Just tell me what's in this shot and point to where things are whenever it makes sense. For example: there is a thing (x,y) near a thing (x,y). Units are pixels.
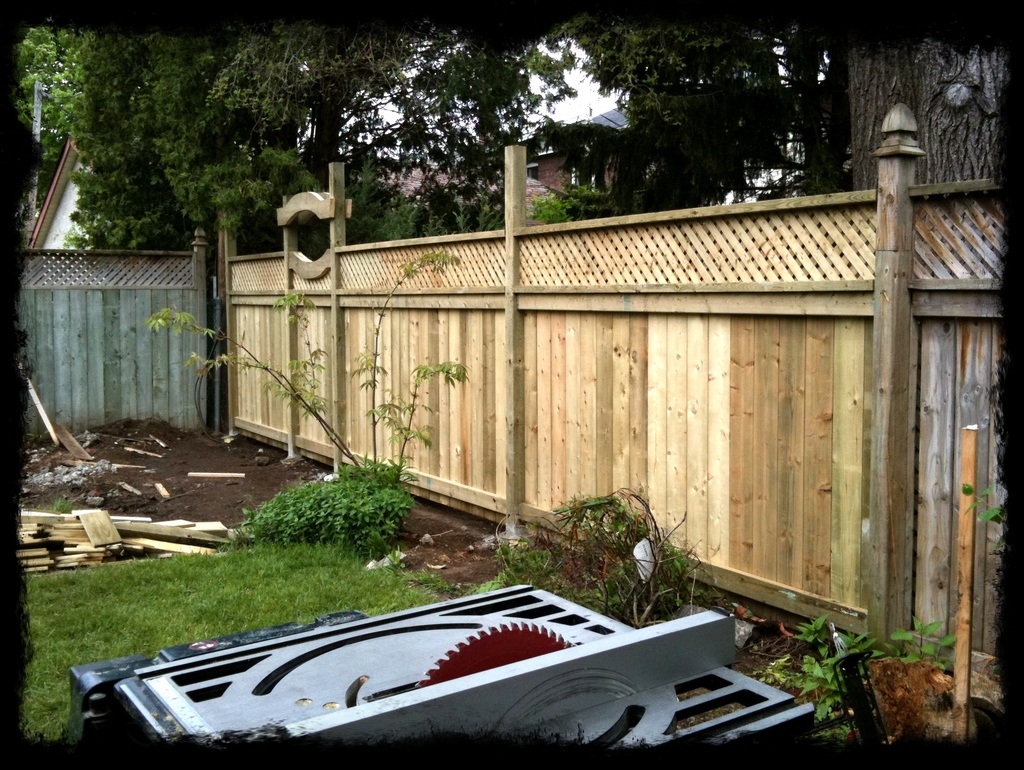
In this picture I can see a wooden fencing (328,411) and also we can see some objects (178,659) are placed on the grass (266,598), behind we can see some trees (479,124), houses (400,185).
